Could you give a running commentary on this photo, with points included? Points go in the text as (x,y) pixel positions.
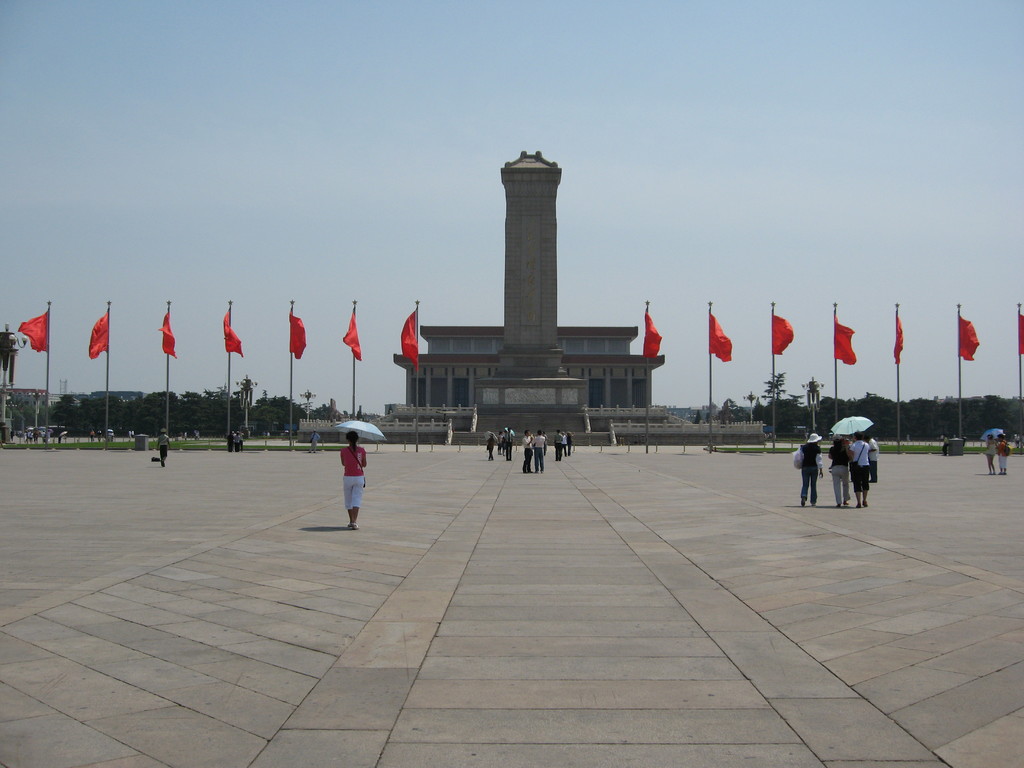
In this picture there are people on the right (818,484) and left side of the image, there is a building (618,382) in the center of the image (660,363), there are flags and trees (967,429) in the center of the image (651,350).
